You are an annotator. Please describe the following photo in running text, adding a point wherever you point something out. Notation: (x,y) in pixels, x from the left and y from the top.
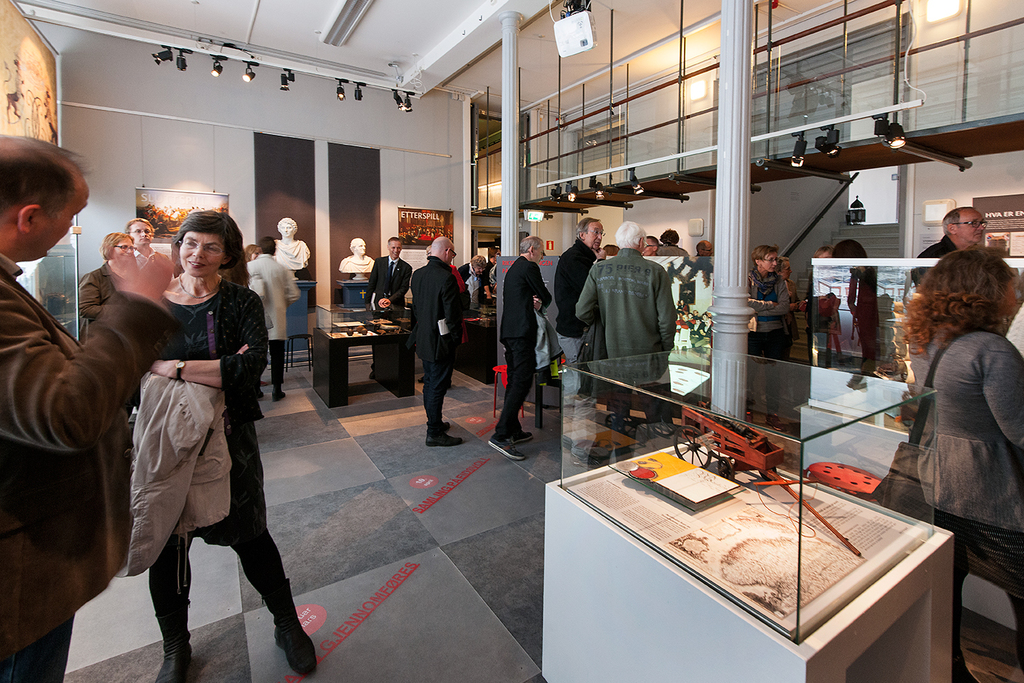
In this image, there is a man (58,430) and to his right there is a woman (212,378) who is wearing black dress (231,437) and black shoes (284,593) and she is holding a jacket (161,437) in her hand (214,378). She also wears a necklace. The man (78,369) is saying something to her and she is listening. At the center (462,279), there are 4 people (644,284) looking at some things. It seems like a museum (296,253) which contains some articles (767,532). They seem like they are discussing about them. At the top right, there is a woman (968,430) looking at something. Behind her there is a man (966,221) looking at something. At this point there are 4 people (777,285) talking about something. There are stairs (889,246) there and it is a white building (341,108). Here there is a desk (782,637) on which there is glass (770,516) present containing some item (732,461). And some statues (292,255) are there and a black table (350,338) is there, some things (379,319) on it. And it is a white building (363,48).
